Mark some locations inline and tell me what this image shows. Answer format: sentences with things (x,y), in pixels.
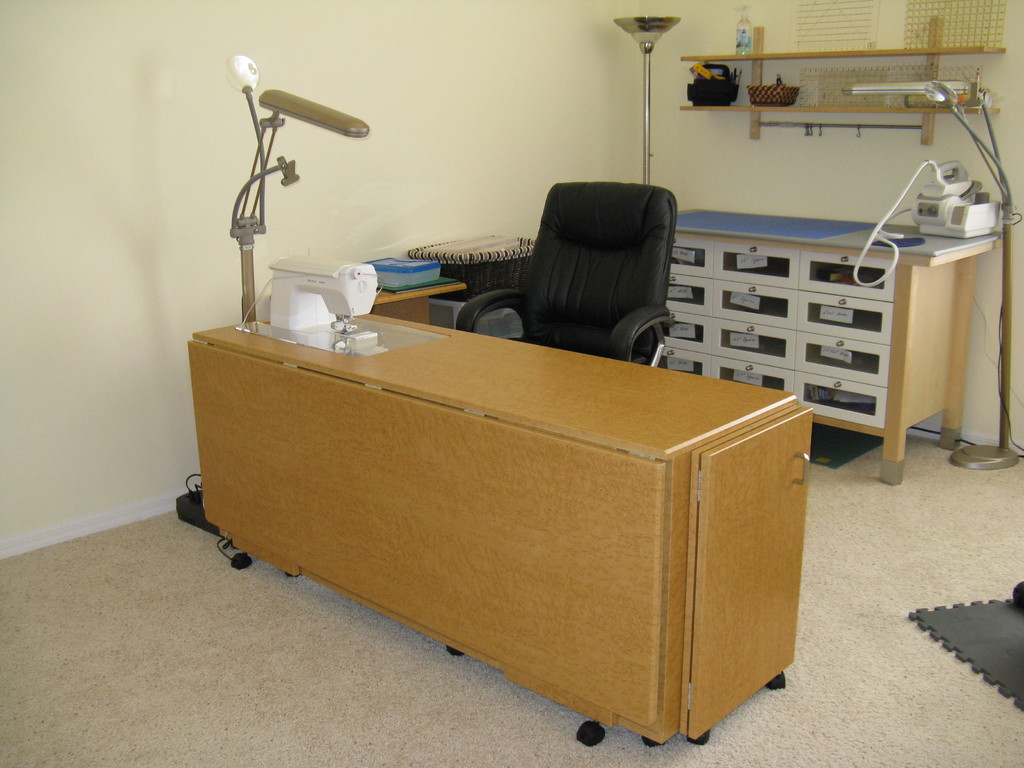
In this image I can see a chair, a desk (517,405), a machine (313,266), few lamps (665,26) and a cupboard (847,315).
